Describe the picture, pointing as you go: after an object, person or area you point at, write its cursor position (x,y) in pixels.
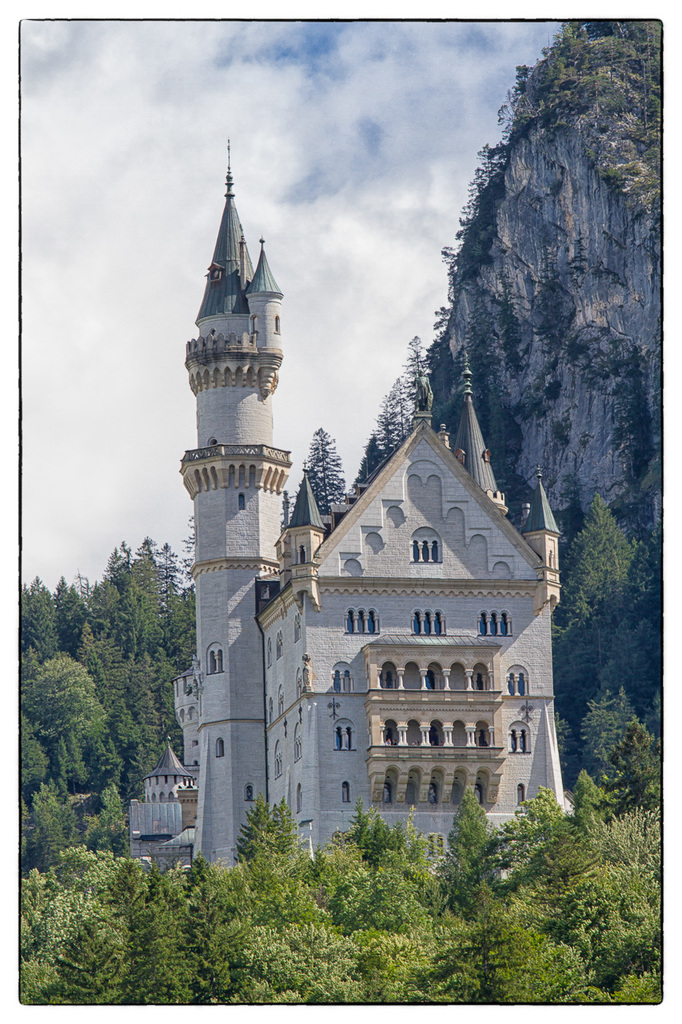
At the bottom (366,941) we can see trees (208,916). In the background (413,659) we can see a building (387,660), windows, trees (107,614) and clouds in the sky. On the right side (595,198) there is a mountain (563,105).
